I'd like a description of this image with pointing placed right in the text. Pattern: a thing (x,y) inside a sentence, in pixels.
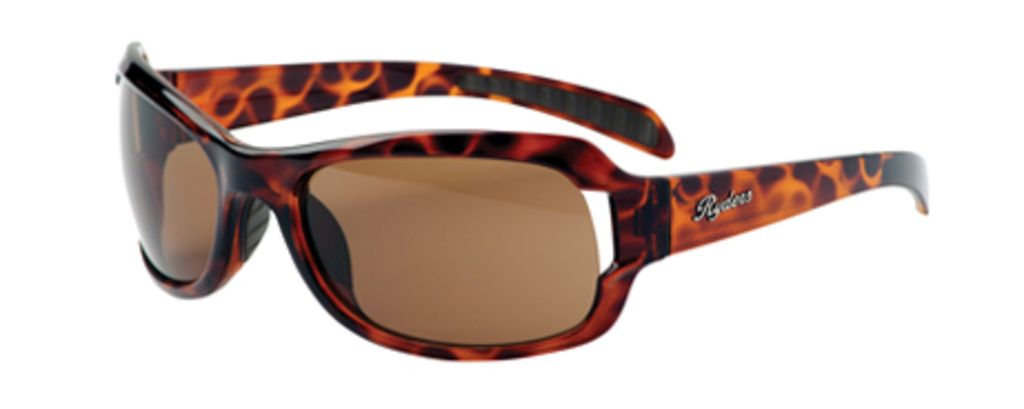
In the picture I can see shades (438,235) which has a logo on it. The background of the image (682,107) is white in color.
